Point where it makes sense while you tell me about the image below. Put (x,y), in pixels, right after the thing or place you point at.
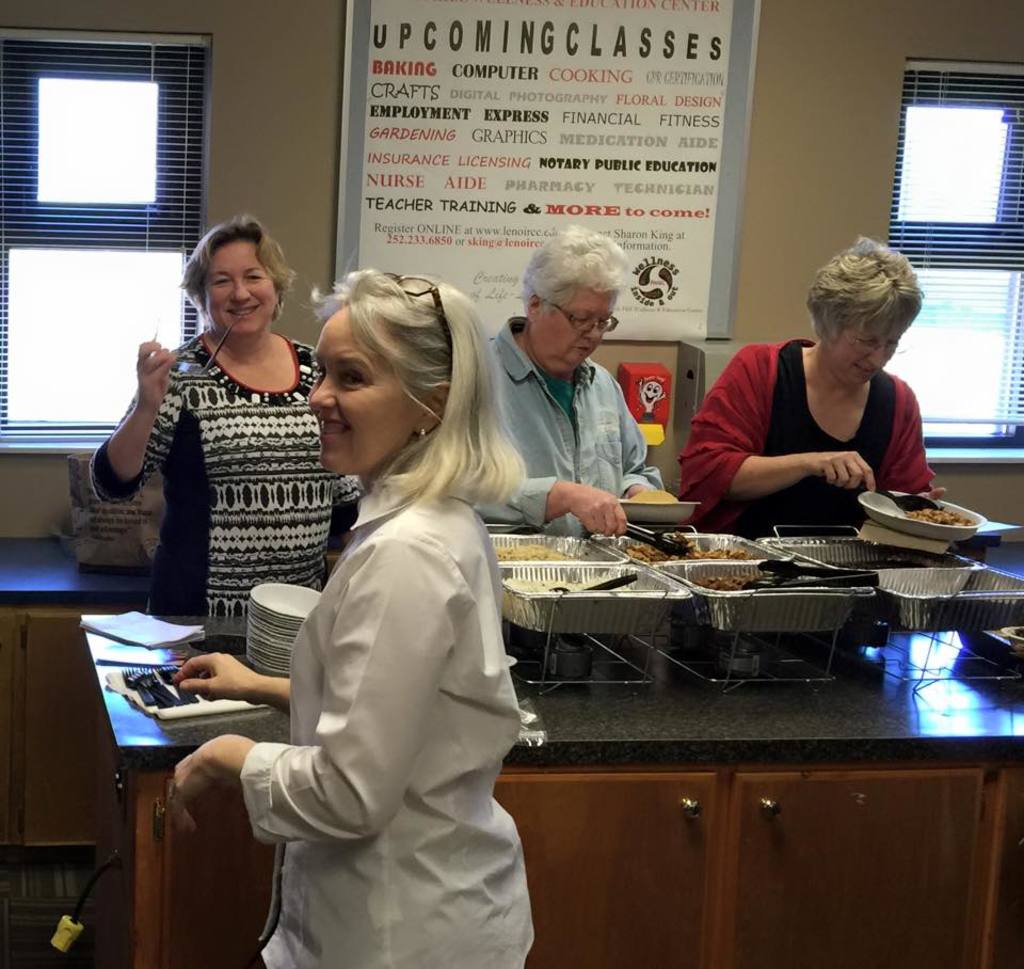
In this image I can see few people (548,489) are standing and holding something. I can see few food items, plates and few objects (937,593) on the tables (33,610). I can see few windows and the board (588,131) is attached to the wall (778,160).
